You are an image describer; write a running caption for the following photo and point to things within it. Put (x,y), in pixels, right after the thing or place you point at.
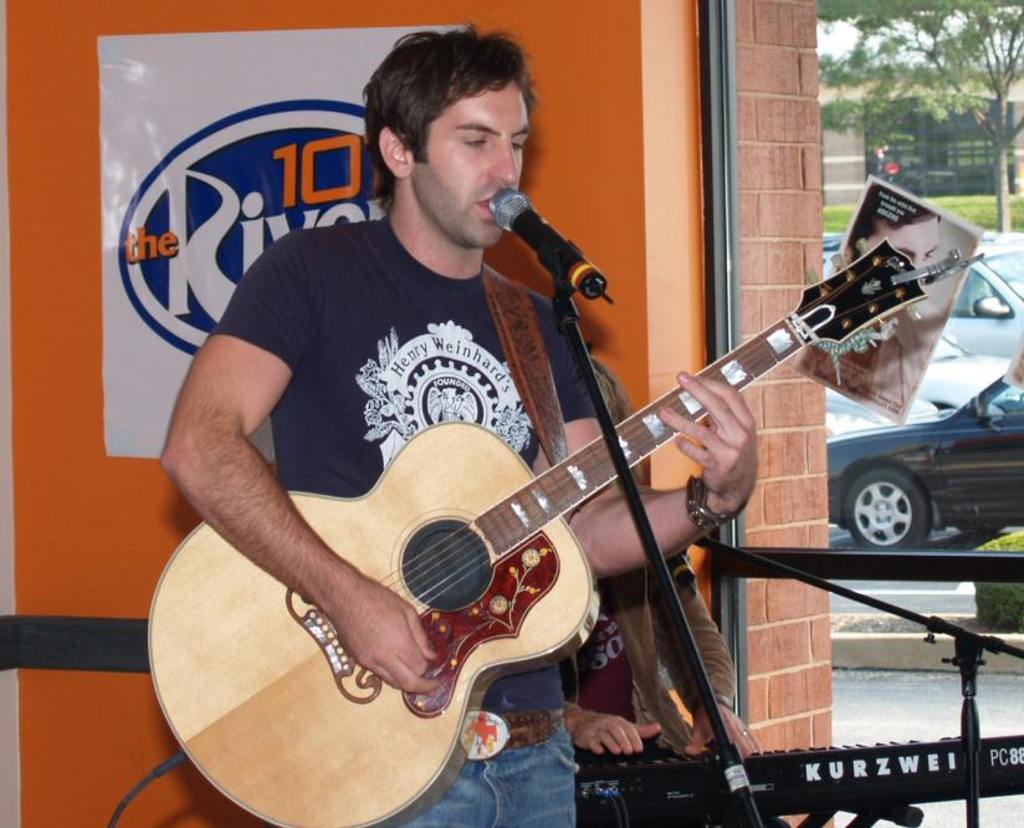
In this image there is a man (221,383) standing and playing a guitar (595,473) by singing a song in the microphone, and at the back ground (788,707) there is another man (659,686) sitting and playing the piano (825,809), car (952,387), paper (857,317) stick to glass (855,413), building (953,135), tree (842,12), sky (839,25), wall (808,131).
